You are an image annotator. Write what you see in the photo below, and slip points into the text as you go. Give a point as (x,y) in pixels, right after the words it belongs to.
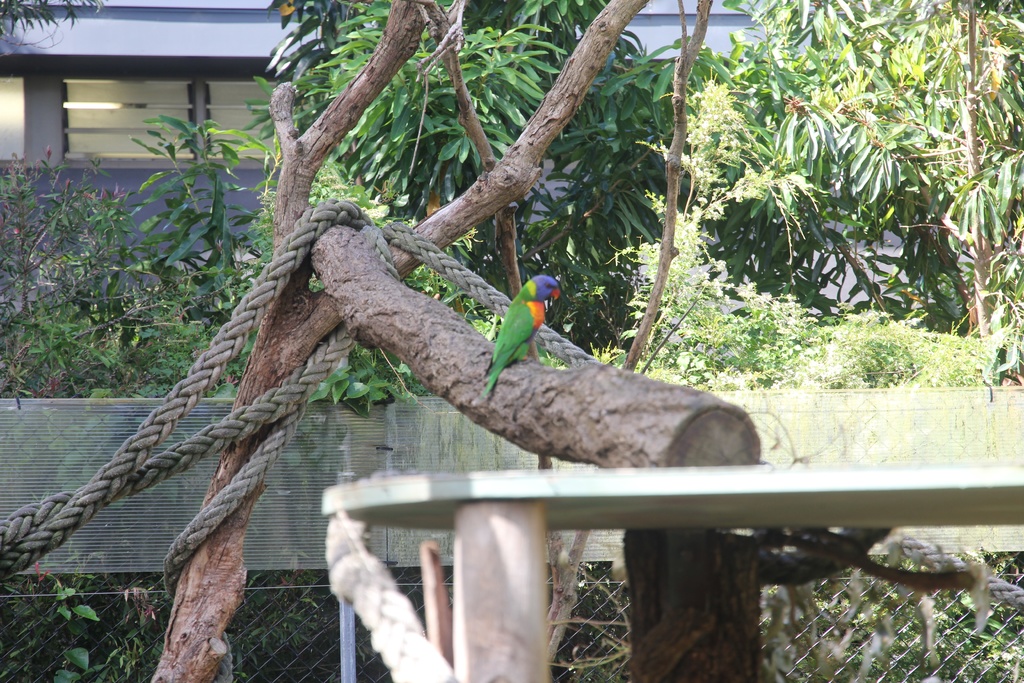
This picture is clicked outside. In the center (535,284) we can see a parrot (525,330) standing on the trunk (545,410) of a tree (326,283). In the foreground (428,572) we can see some wooden objects (528,521) and the rope (173,469). In the background (856,635) we can see the net (951,653), plants (919,642), trees (161,272) and the building (177,42) and some other items (187,428).
